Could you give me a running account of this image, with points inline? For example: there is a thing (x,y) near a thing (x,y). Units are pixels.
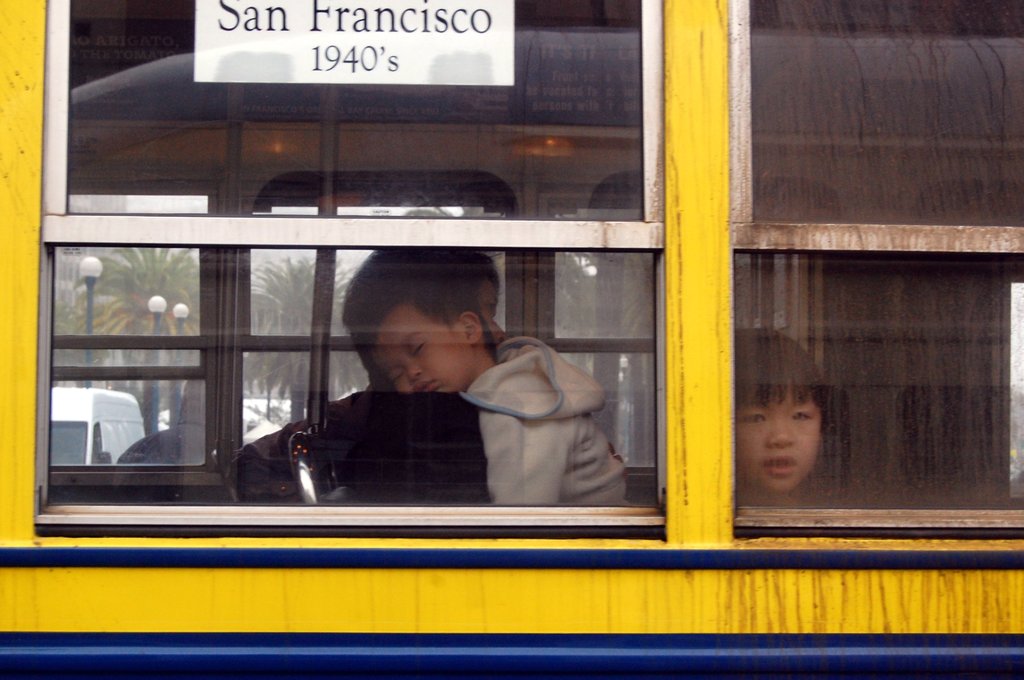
In this picture we can observe a bus (654,563) which is in yellow and blue color. There are two children (500,406) in the bus (827,450). One of them was a boy (457,375) and the other was a girl (761,396). We can observe a white color board (414,59) on the bus (246,58) with black color words (353,51) on it. In the background (111,284) we can observe poles (177,309) and trees (129,333).
